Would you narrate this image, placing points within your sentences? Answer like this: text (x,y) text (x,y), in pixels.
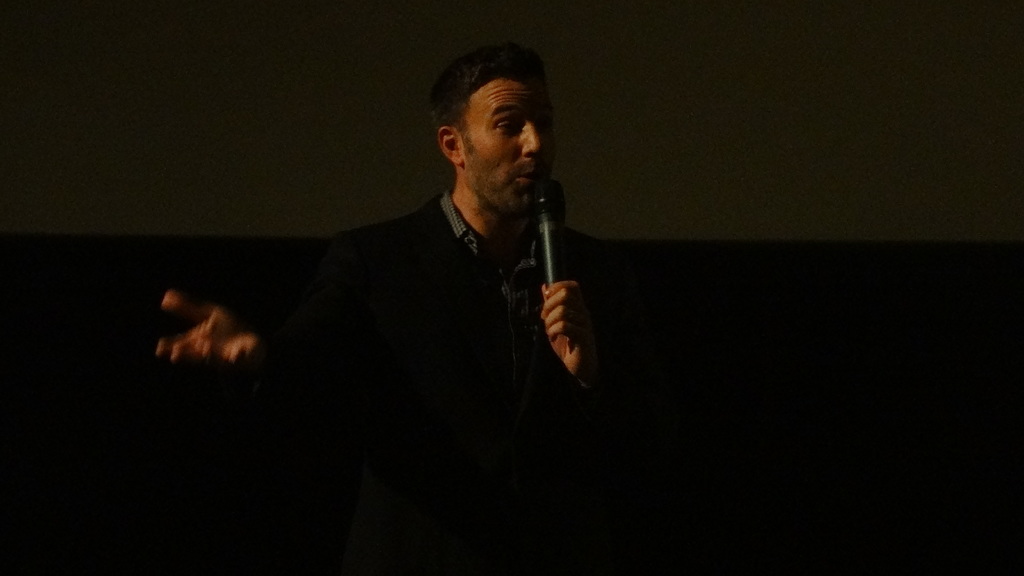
In the picture there is a man (539,270) holding mic (552,252) and talking on it.
